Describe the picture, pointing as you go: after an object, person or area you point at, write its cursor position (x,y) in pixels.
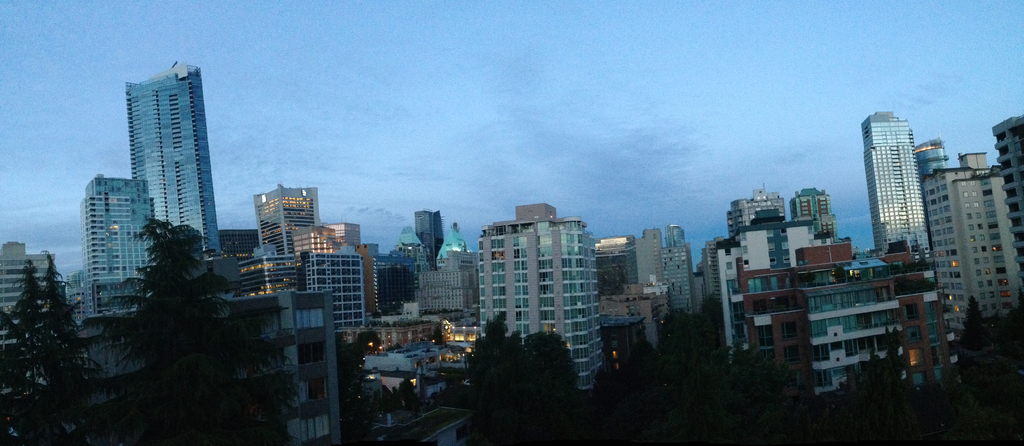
There are many buildings (594,241) and there are trees (217,344) in the left corner (153,358).
